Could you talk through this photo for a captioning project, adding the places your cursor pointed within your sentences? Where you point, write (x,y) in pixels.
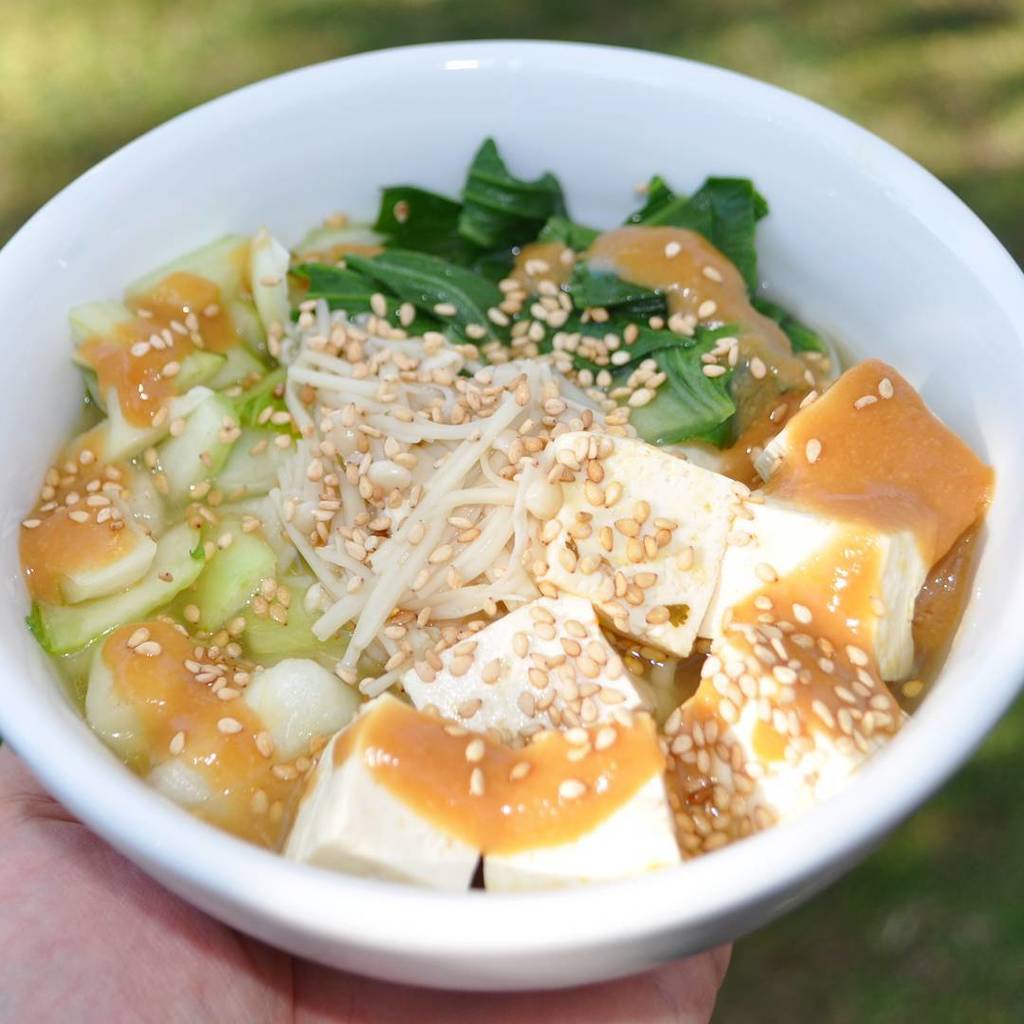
In this picture there is a person (400,1018) holding the bowl (704,868) and there is food (590,360) in the bowl (606,184). At the back (17,172) image is blurry.
